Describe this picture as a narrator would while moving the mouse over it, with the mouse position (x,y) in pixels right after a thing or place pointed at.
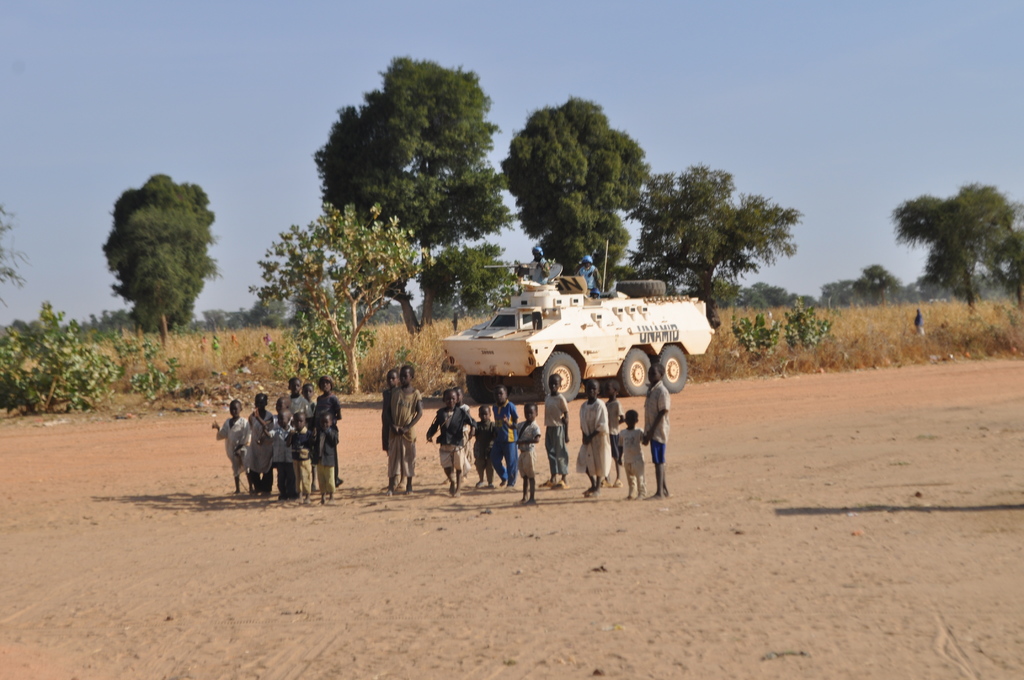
In this image in the center (570,338) there is one vehicle (513,367) and some children (505,451) are standing. At the bottom (621,632) there is sand (881,440) and in the background (878,300) there are some trees (945,259), plants (91,380) and some grass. At the top (302,127) there is sky (336,71).
